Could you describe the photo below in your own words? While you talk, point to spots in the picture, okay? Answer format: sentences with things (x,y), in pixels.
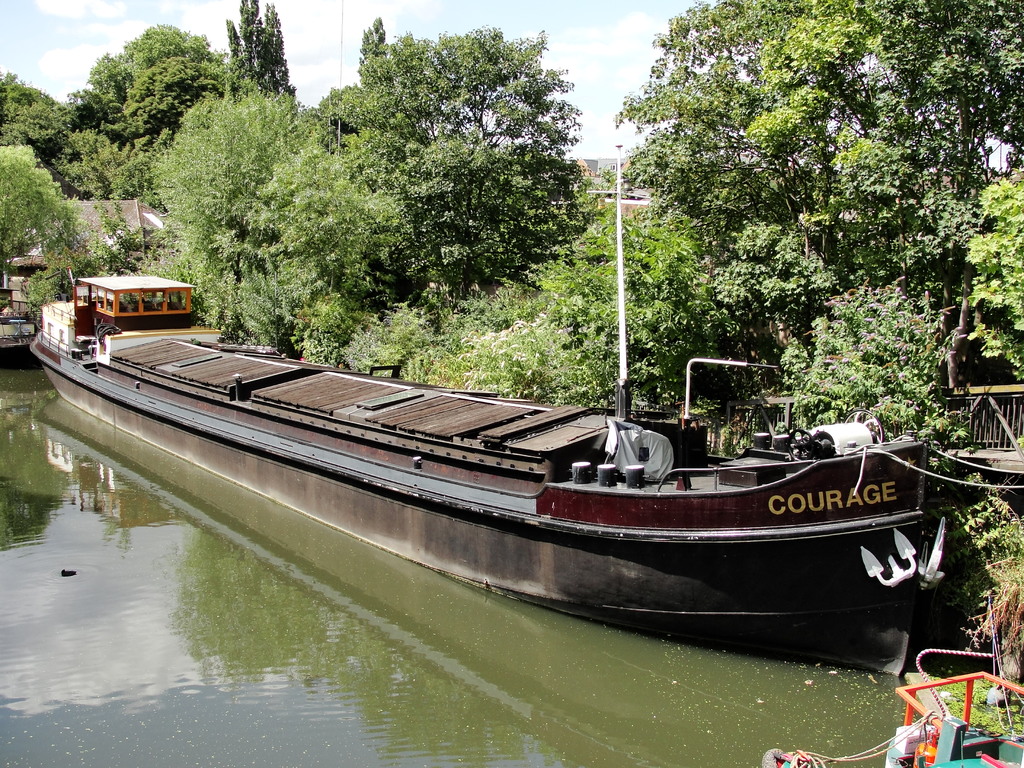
In this image we can see boats (77,337) on the water (477,668). In the background (430,355) there are trees (329,99) and sky (352,81).
